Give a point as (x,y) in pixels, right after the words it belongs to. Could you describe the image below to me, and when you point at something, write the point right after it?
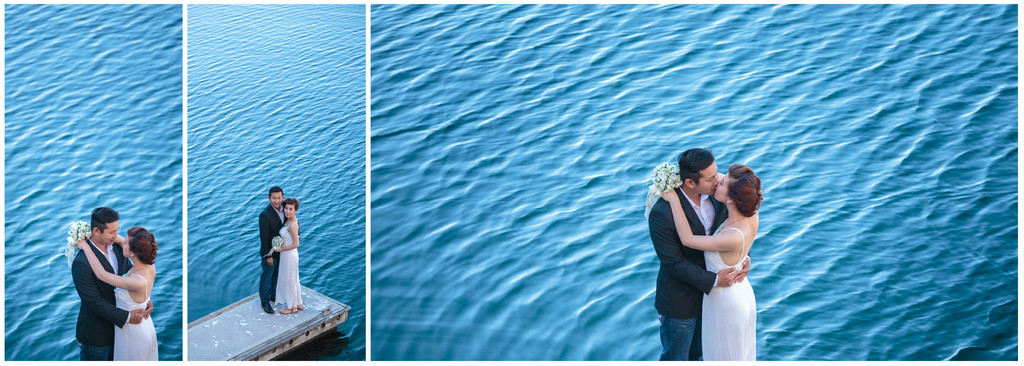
In this image I can see there is a couple (117,224) standing on the edge of a pier (254,308), in the background (382,101) I can see water (35,250).
